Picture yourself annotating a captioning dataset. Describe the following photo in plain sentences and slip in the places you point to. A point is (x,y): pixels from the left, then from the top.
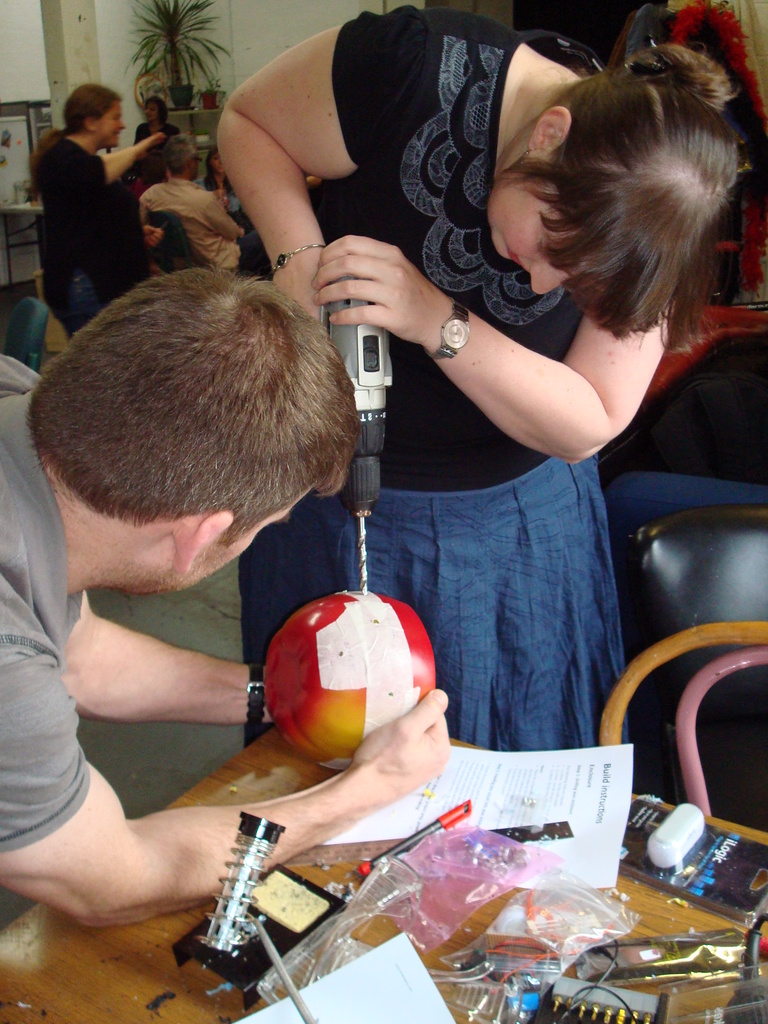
The woman (394,280) in the black dress (472,268) is holding a drilling machine (360,480) and she is drilling a hole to the red color object (350,653) which looks like a ball (325,653). Beside her, we see the man (99,507) is holding the red color object (370,726). In front of them, we see a table (112,950) on which plastic cover (474,959), paper (599,841), pen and some objects (728,964) are placed. Beside that, we see a chair (692,619). Behind them, we see people (109,219) are standing and a man (204,198) is sitting on the chair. In the background (169,52), we see flower pots (163,45) and a white wall (15,49) on which photo frame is placed.
